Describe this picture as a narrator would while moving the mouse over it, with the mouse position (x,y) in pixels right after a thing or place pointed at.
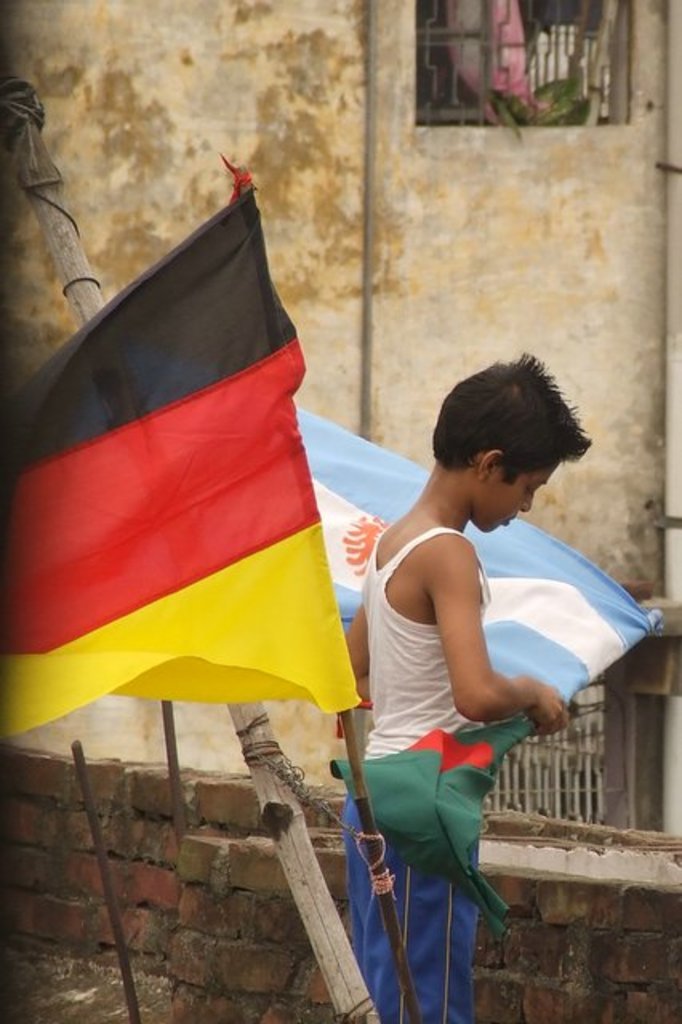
In this picture we can see a boy (469,434) holding a flag (446,800), other flag (219,619) tied to a wooden pole (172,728). In the background (219,813), we can see a brick wall (309,808) and a side wall (393,362) of a house (328,392).
